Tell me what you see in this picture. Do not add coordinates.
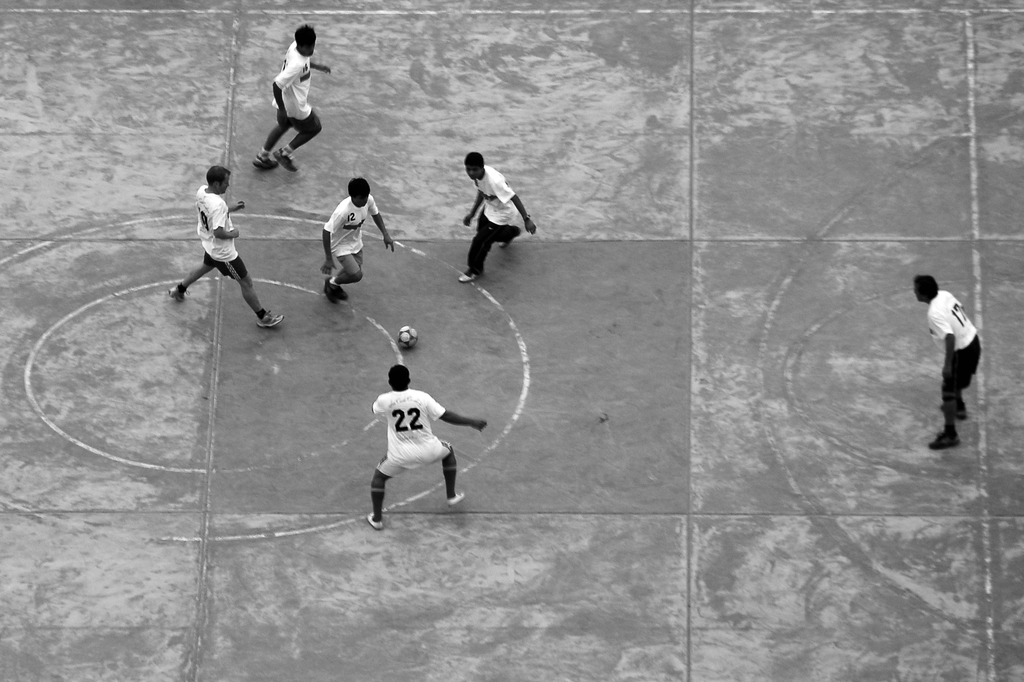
In this image I can see group of people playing game and I can also see a ball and the image is in black and white.
